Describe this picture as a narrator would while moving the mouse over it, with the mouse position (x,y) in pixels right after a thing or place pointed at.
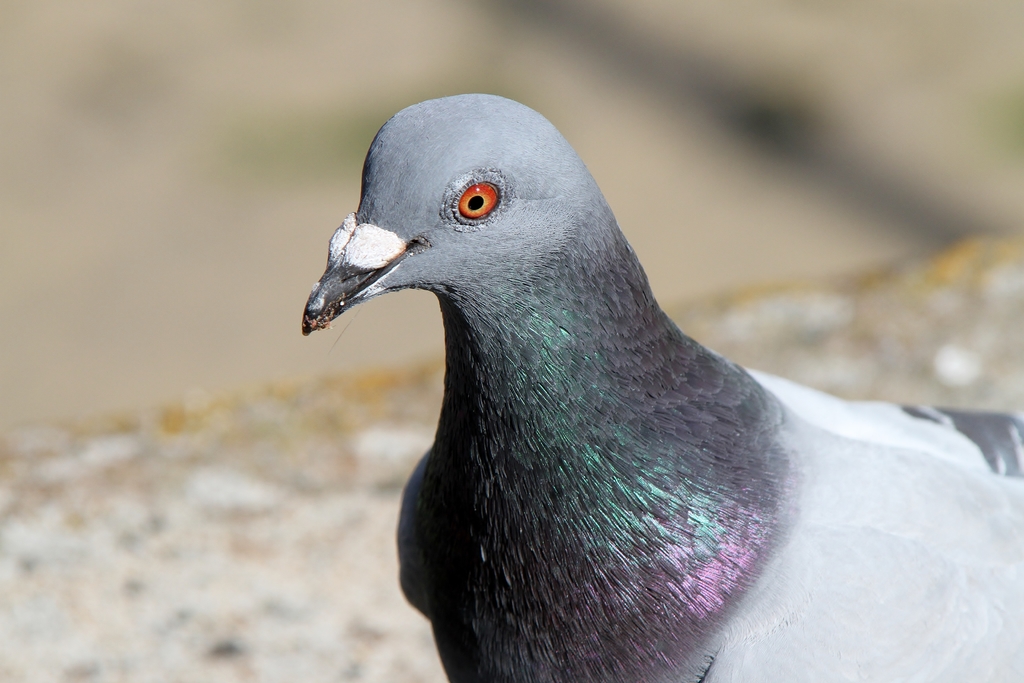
In this image I see a pigeon (478,356) which is of grey, white, black, green and pink in color and it is blurred in the background (781,207).
